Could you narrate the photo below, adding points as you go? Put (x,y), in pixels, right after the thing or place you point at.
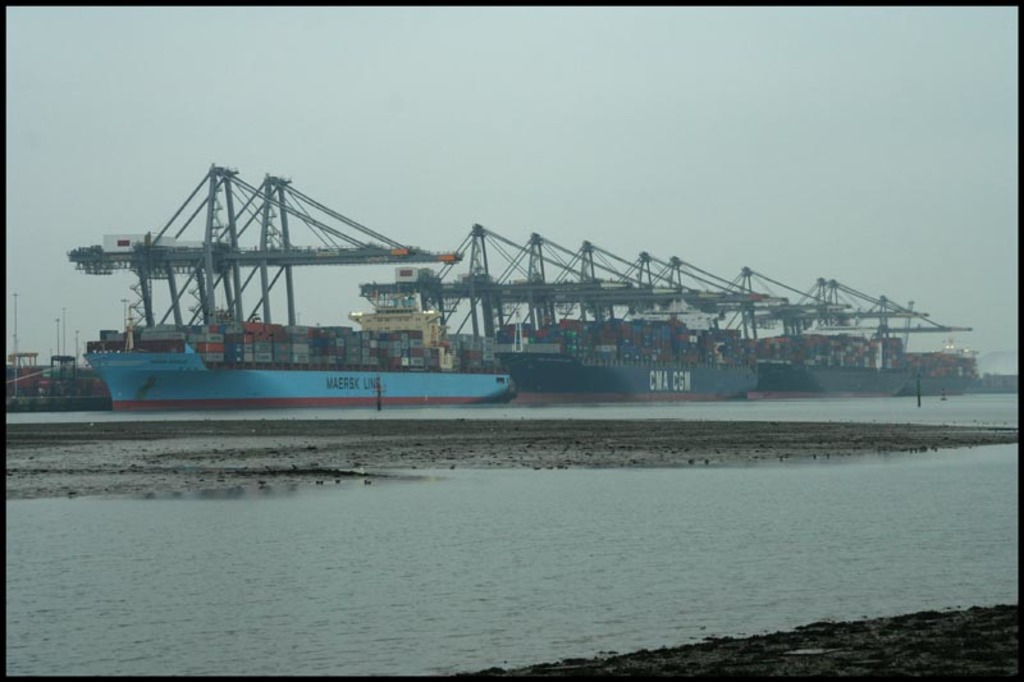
In this image there are ships (637,367) on the sea (486,655), in the middle (367,449) there is the land (93,489), in the background (696,151) there is the sky (327,148).
